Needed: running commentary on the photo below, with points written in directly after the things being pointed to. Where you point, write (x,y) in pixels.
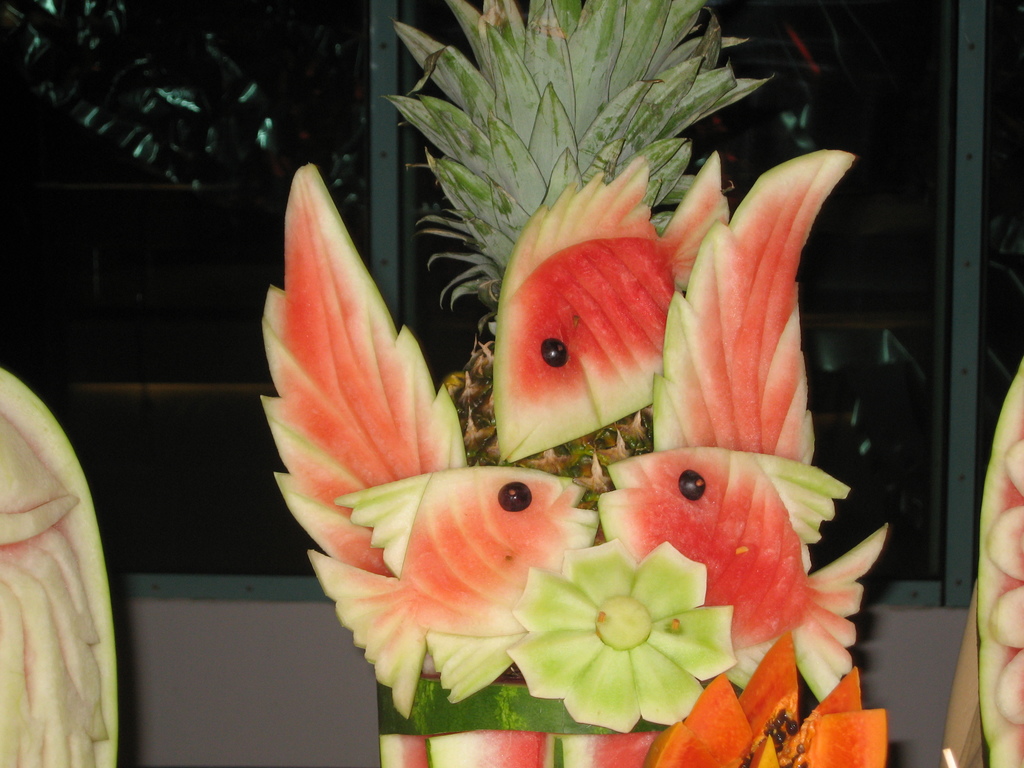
In this image there is fruit craft (568,531), there are fishes (517,385) made of Watermelon (544,290), there is Pineapple (585,97), there are windows (204,224), there is a wall (246,674).
